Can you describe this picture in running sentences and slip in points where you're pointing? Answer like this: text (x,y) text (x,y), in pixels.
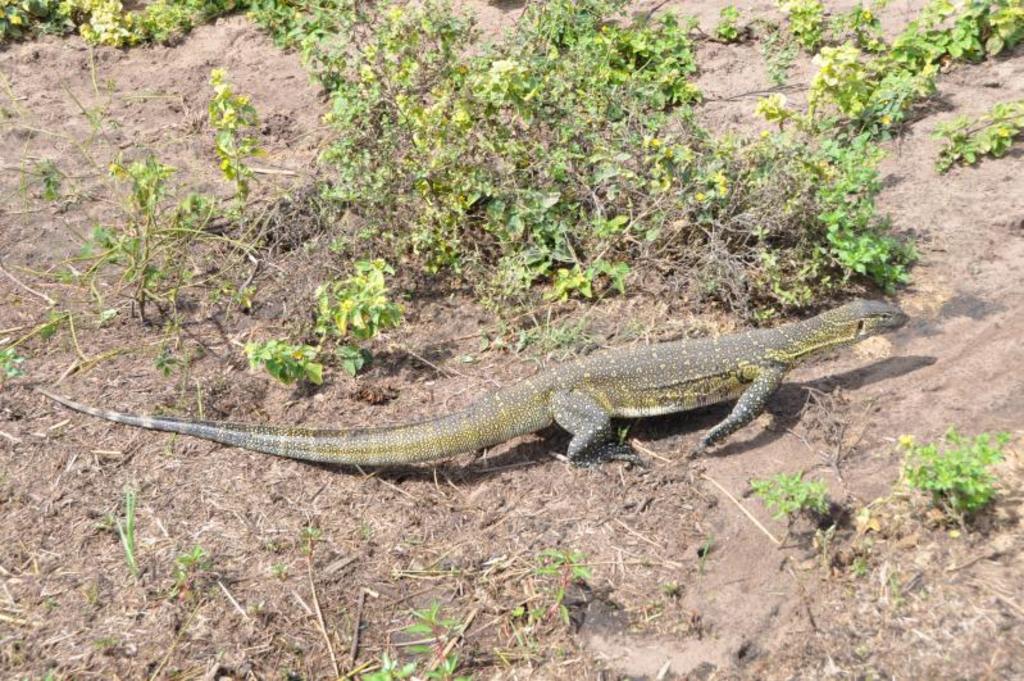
In this image we can see a reptile (582,399) on the ground (441,293). In the background (603,66) there are plants (540,114).
